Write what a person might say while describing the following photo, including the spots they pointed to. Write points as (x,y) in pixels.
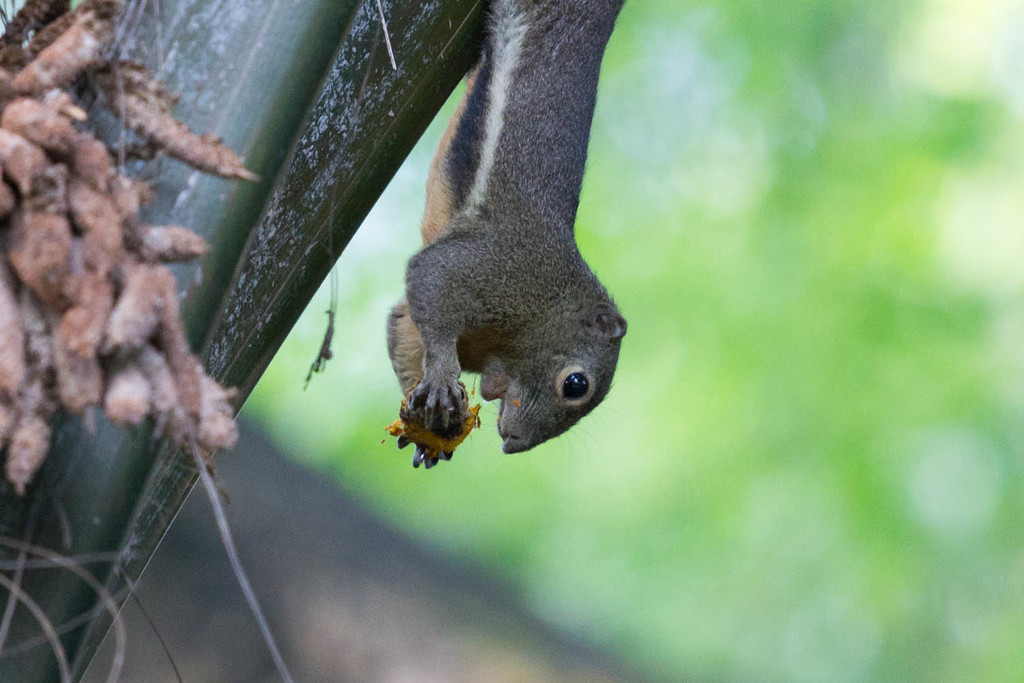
In this image we can see a squirrel (491,315) on the tree (334,213).
